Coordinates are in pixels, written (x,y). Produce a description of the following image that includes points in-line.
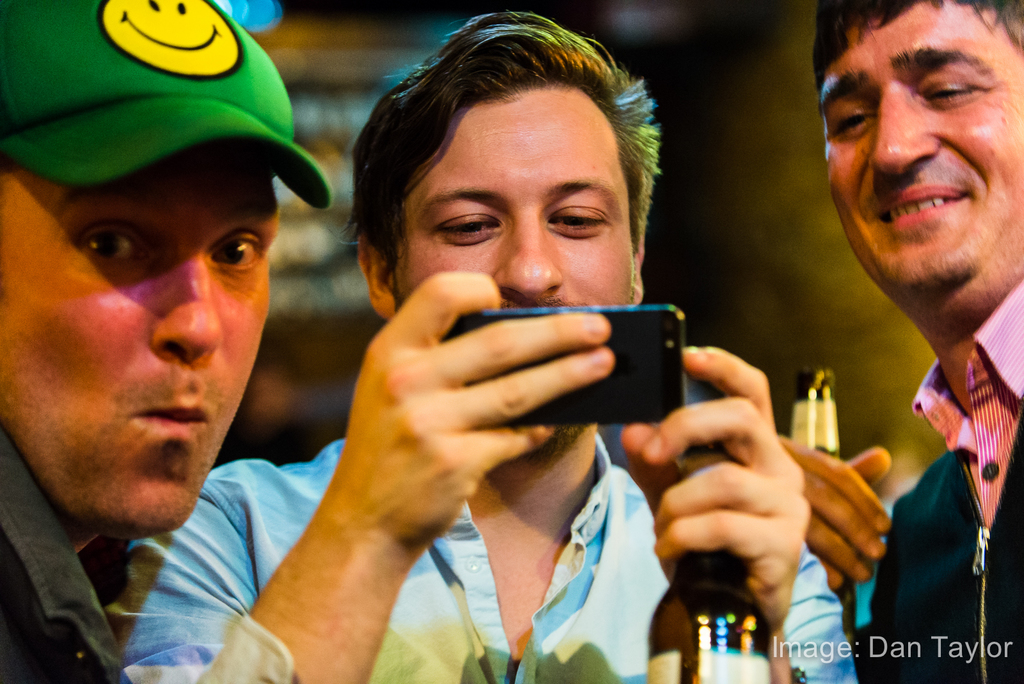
there are three persons (528,290) standing together a person (472,423) is catching a phone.
